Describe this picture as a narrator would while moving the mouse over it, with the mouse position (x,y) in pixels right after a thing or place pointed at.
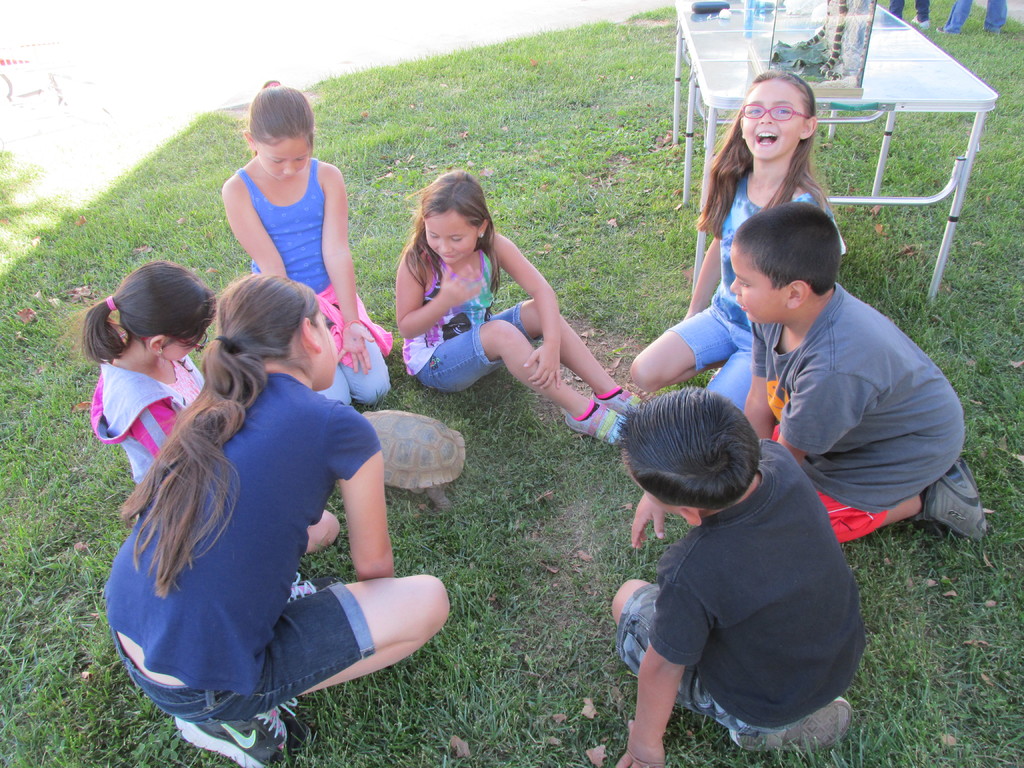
Here in this picture we can see a group of children (537,322) present on the ground (362,219), which is fully covered with grass (560,609) and we can see some children (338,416) are smiling and wearing spectacles (201,341) and on the right top side (882,57) we can see a table (972,104), on which we can see some things (801,56) present.
